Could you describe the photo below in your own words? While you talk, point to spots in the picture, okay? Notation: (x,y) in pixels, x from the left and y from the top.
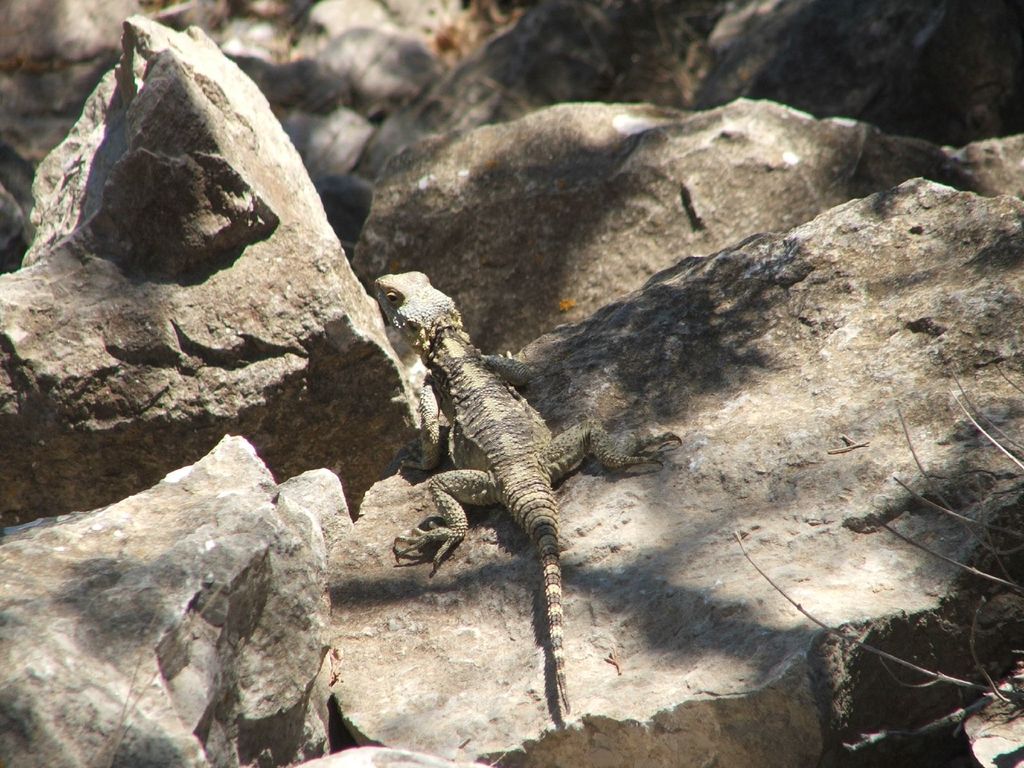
In the center of the image (442,335), we can see a lizard (482,377) and in the background (181,128), there are rocks (822,464) and we can see twigs (958,513).
